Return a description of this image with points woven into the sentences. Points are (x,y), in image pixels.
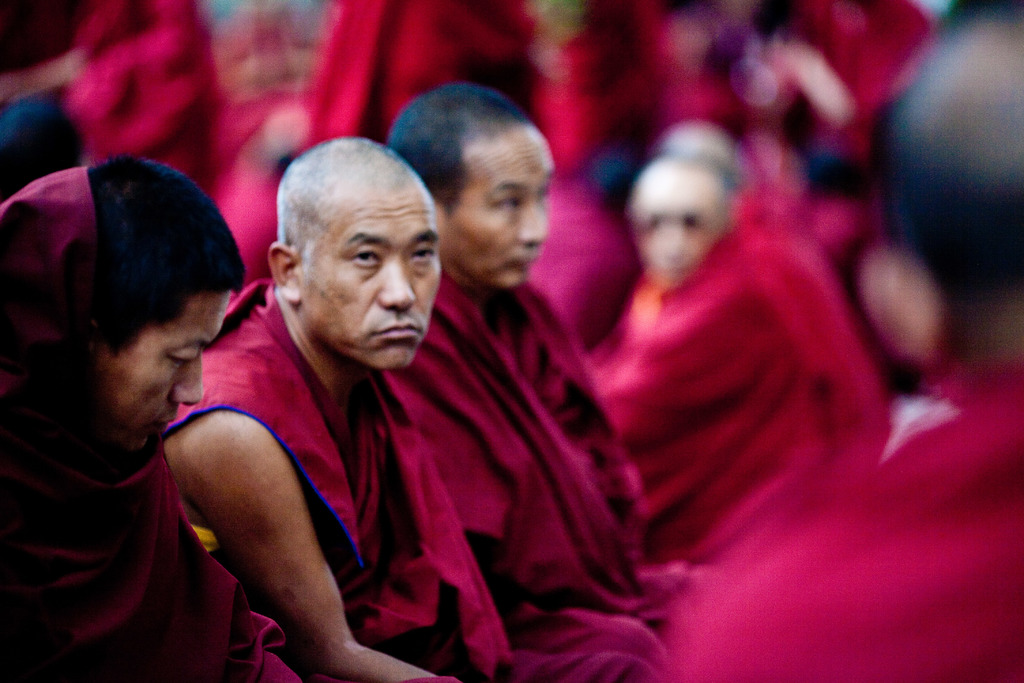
As we can see in the image there are group of people (621,349) wearing red color dresses (446,485) and the background (250,80) is blurred.
